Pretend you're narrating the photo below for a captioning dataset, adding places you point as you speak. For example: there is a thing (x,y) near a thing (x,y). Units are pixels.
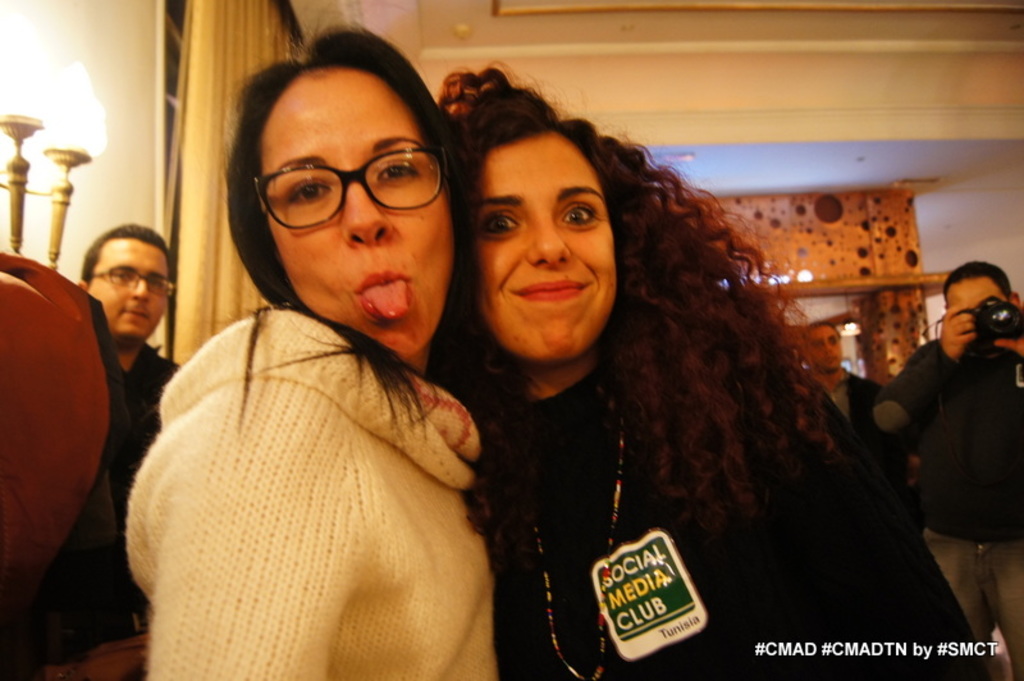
In this image there are group of persons (514,391). The woman (619,448) in the center (543,351) is standing and smiling. On the right side (967,411) there is a man (988,433) standing and holding a camera (997,338). On the left side (18,138) there are lights (66,117) hanging on the wall (77,186) and there is a curtain (189,161).
